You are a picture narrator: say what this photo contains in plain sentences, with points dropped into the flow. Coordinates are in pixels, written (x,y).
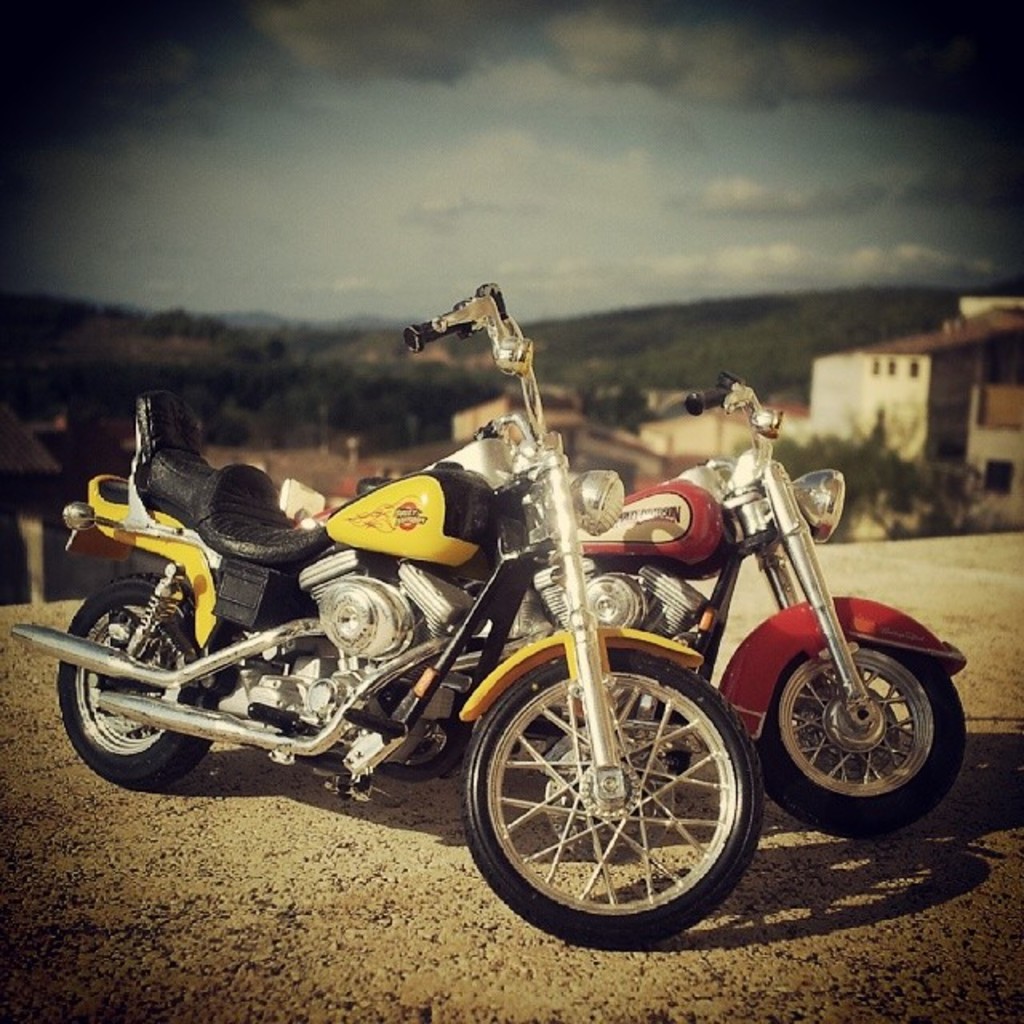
In this image, we can see two bikes (640,746) are on the path (419,965). Background (70,475) there is a blur view. Here we can see hills (744,337), trees (283,385), houses (551,426) and cloudy sky (575,240).
